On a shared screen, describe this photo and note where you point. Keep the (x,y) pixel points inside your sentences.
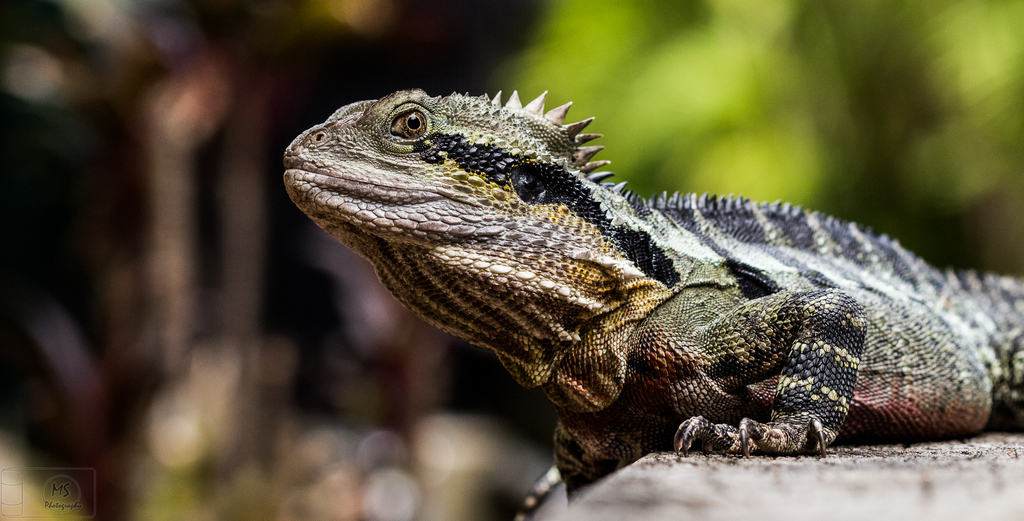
In the center of the image (534,316), there is a garden lizard (506,290).
